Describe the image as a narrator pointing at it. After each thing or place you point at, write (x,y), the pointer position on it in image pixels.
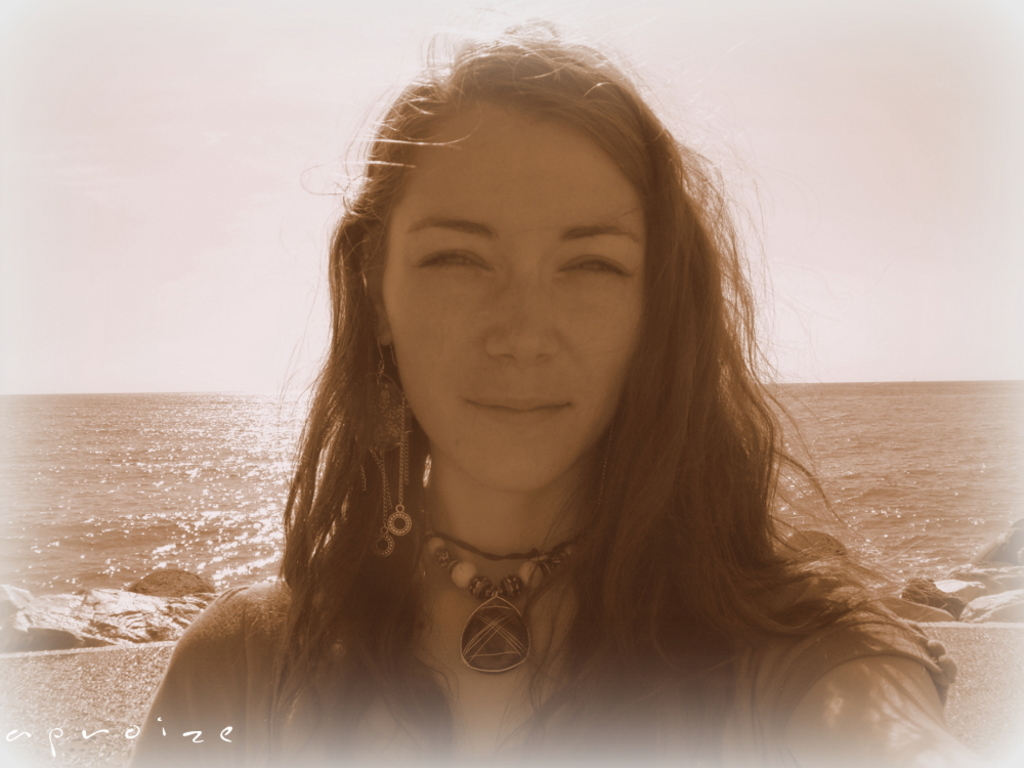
In this image I can see a person (455,624) and the person (780,648) is wearing few chains (526,571), background (858,454) I can see few stones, water (861,435) and the sky (146,232) is in white color.
